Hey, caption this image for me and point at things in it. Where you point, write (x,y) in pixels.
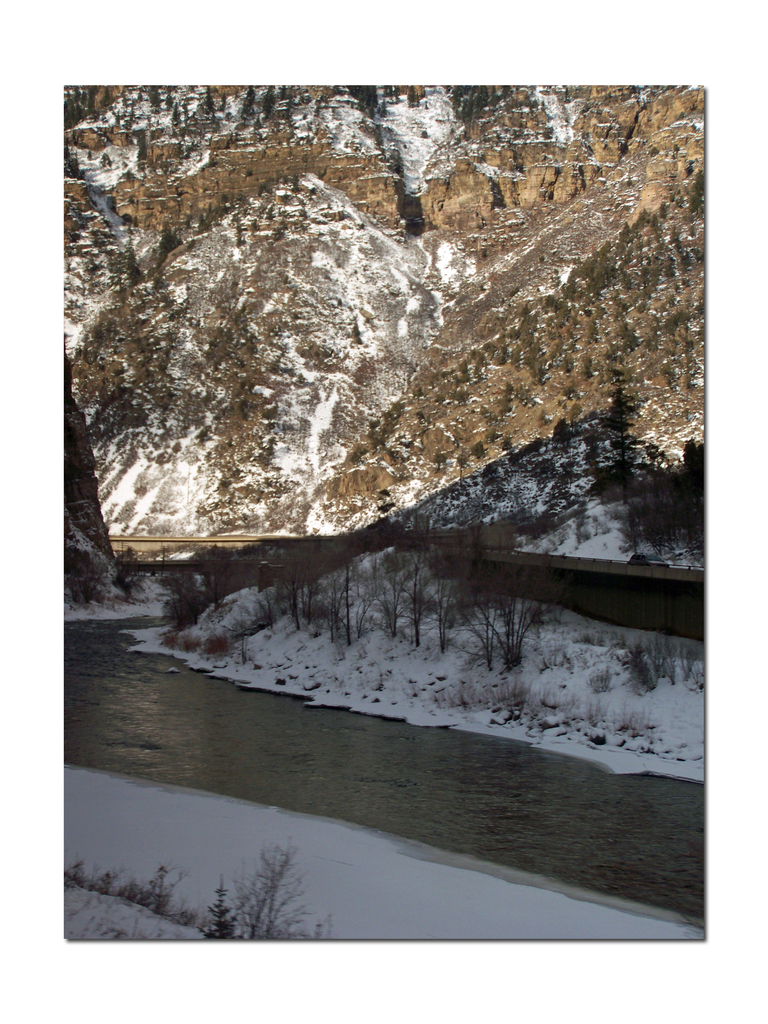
There are some trees (516,636) on the snow ground (447,667) is in the middle of this image (363,655). There is a water (353,737) in the foreground (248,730). There is a mountain (369,364) at the top of this image (357,301).
